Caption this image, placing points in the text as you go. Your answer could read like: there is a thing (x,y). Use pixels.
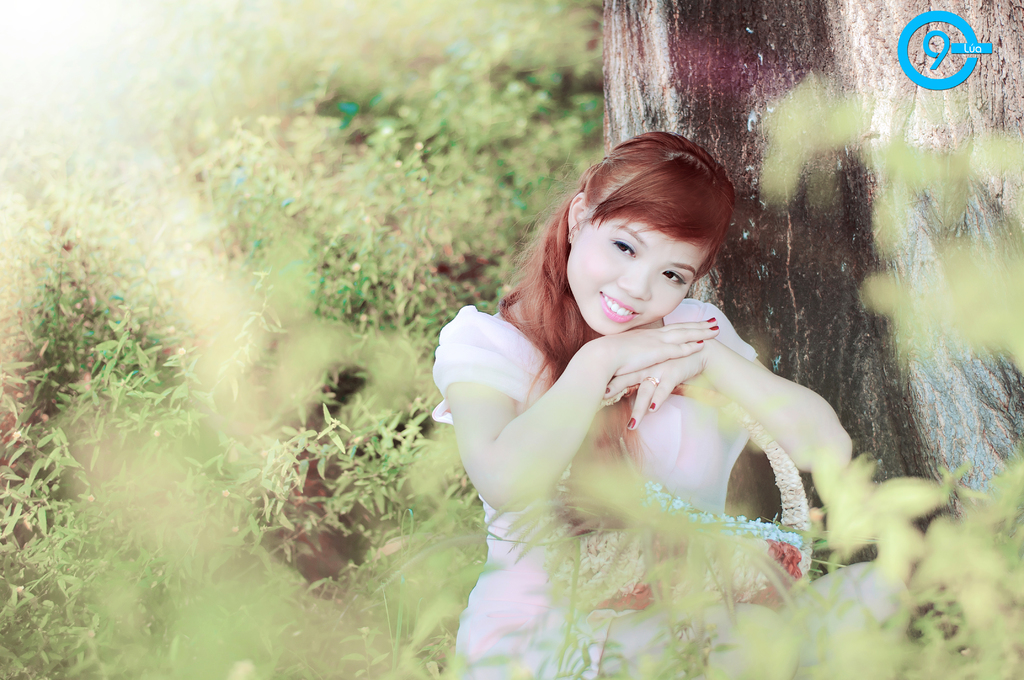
In this picture we can see a woman (751,386) and she is smiling. In the background (94,84) there are plants (966,505). On the top right side of the image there is a watermark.
